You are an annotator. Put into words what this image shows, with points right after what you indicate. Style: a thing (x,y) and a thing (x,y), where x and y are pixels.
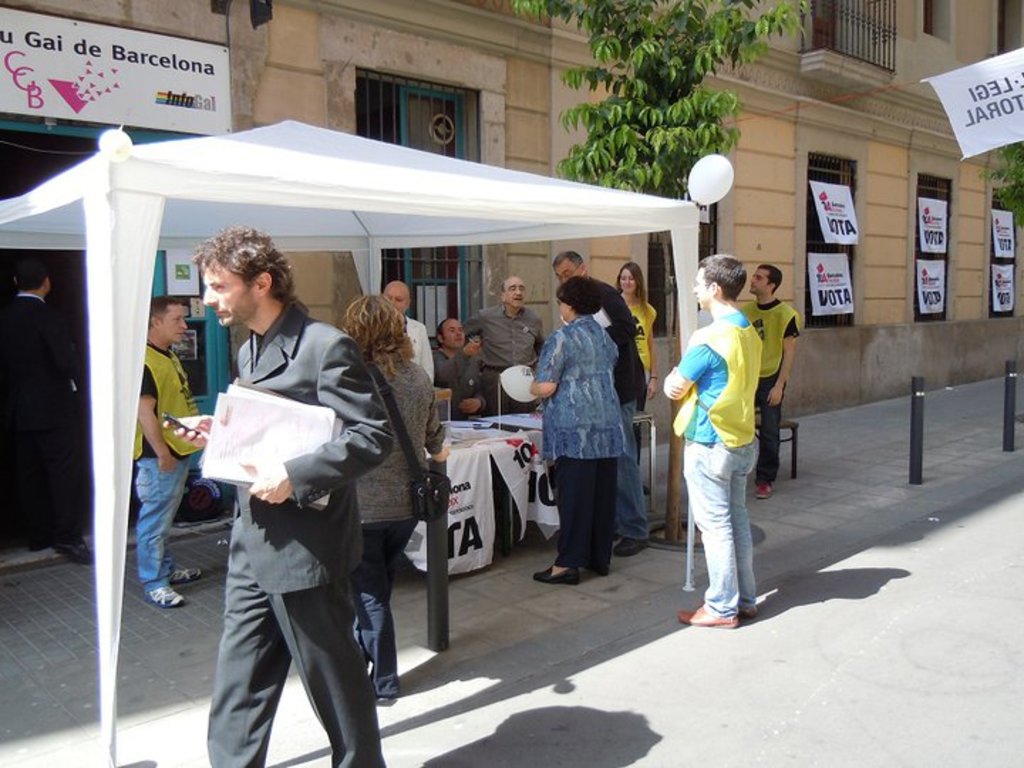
In this image there is a man (337,738) walking on a road (718,739), in the background (194,597) there is a footpath (140,687), on that footpath (77,645) there is a tent (605,189), in that tent (105,687) there are people (619,393) standing and there are tables (508,465), behind the tent (102,157) there is a building (915,211), for that building (909,205) there are windows (932,188) and doors (66,303) and there is a tree (659,69).
